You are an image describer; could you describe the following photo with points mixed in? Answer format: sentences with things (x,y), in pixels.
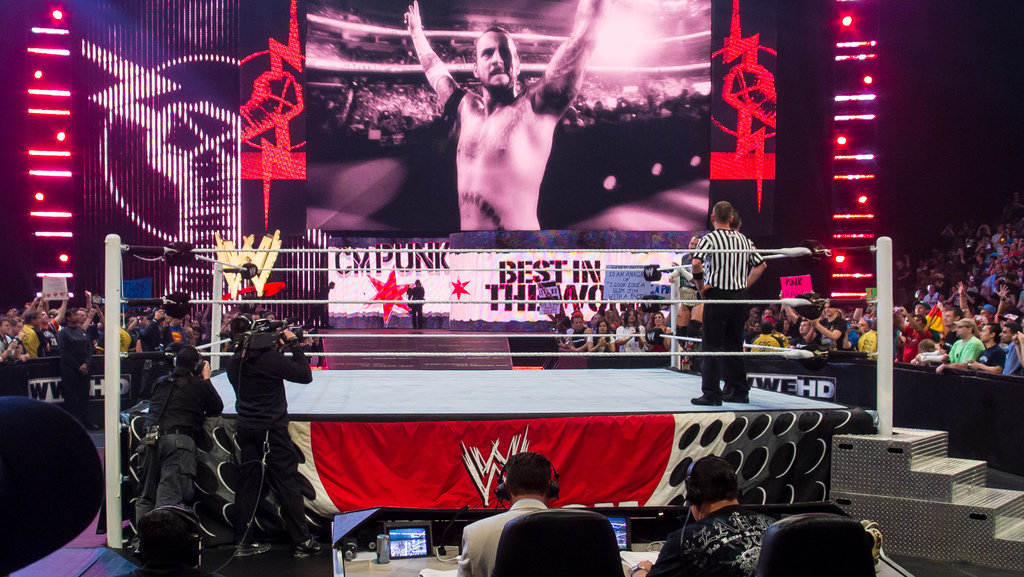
In this image we can see people (168,569), boxing ring (755,434), steps (899,484), screens (514,87), chairs (574,526), lights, poles (889,418), banners (588,283), and other objects (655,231).
